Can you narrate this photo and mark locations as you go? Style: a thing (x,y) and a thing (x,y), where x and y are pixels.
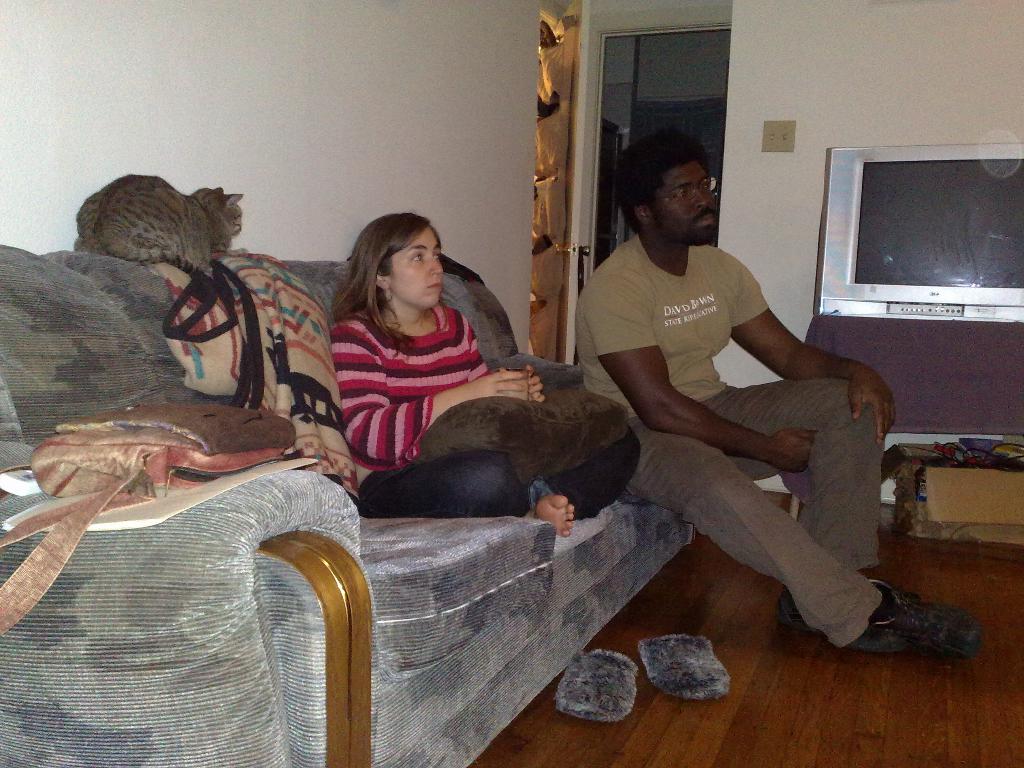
This image is taken indoors. At the bottom of the image (754,708) there is a floor (788,710). On the left side of the image (249,502) there is a couch (488,519). A woman (416,465) and a man (663,355) are sitting on the couch (173,380) and there is a handbag (134,491), a blanket (292,342) and a cat (138,224) on the couch (309,603). On the right side of the image (881,227) there is a television (940,299) on the table (1018,422). In the background (394,91) there is a wall (426,174) with a door (591,152).
